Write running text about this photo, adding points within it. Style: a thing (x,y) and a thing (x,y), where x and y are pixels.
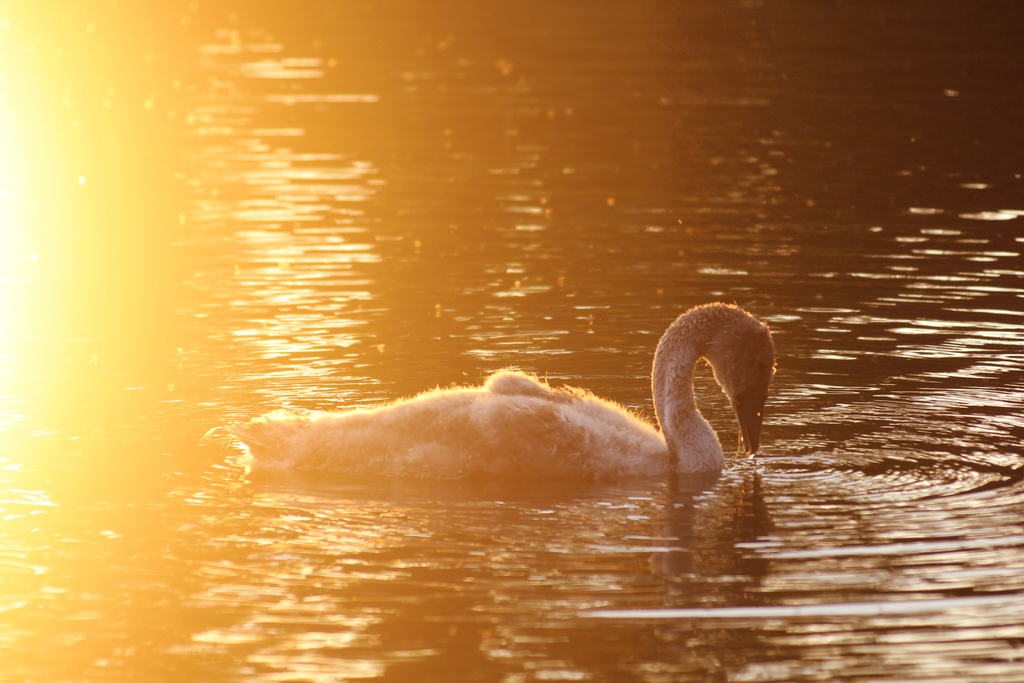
In this image there is a swan (473,457) in the water (498,300).
